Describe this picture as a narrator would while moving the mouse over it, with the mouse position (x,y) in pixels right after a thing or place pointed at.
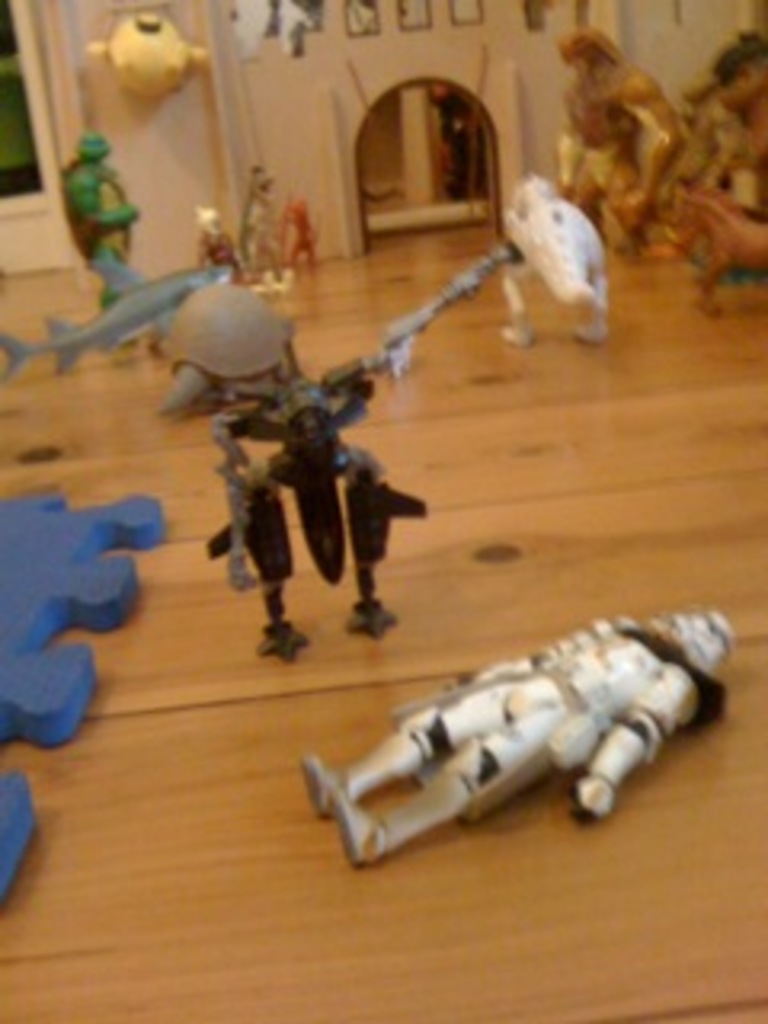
In this image, I can see toys (279,592) on the floor (359,705) and some objects (20,820). In the background (164,236), I can see a wall (185,146), door (388,105) and I can see photo frames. This image taken, maybe in a hall (355,715).
